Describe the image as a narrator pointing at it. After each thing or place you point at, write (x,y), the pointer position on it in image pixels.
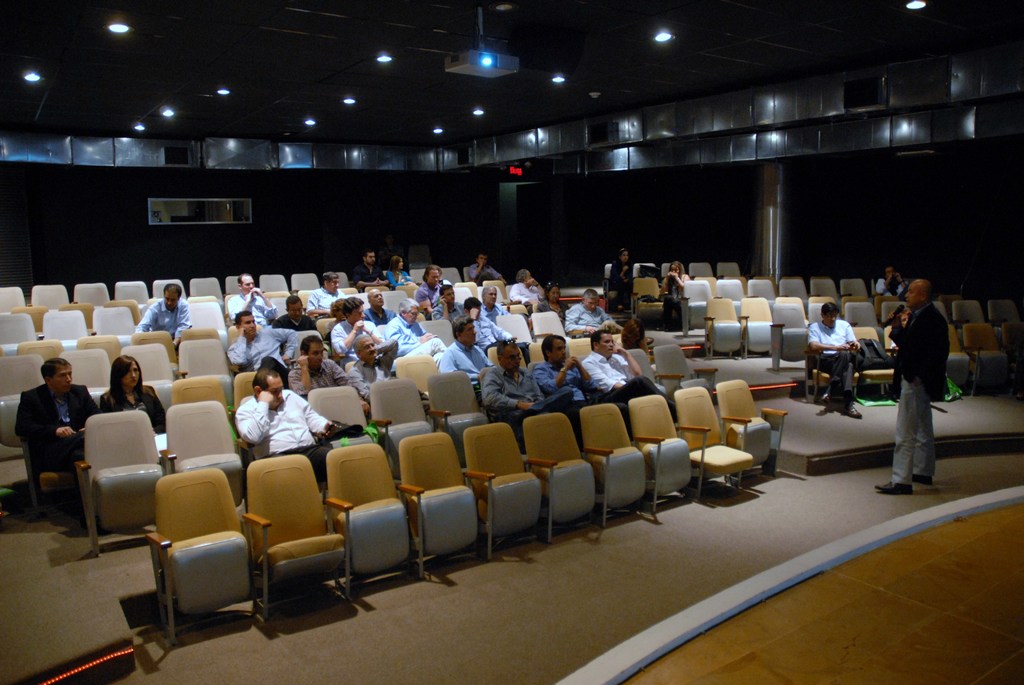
In this image I can see group of people (267,303) sitting on the chairs (246,526). The person (915,378) standing here wearing black blazer (909,345), gray pant (907,480). Background I can see few glass windows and lights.
